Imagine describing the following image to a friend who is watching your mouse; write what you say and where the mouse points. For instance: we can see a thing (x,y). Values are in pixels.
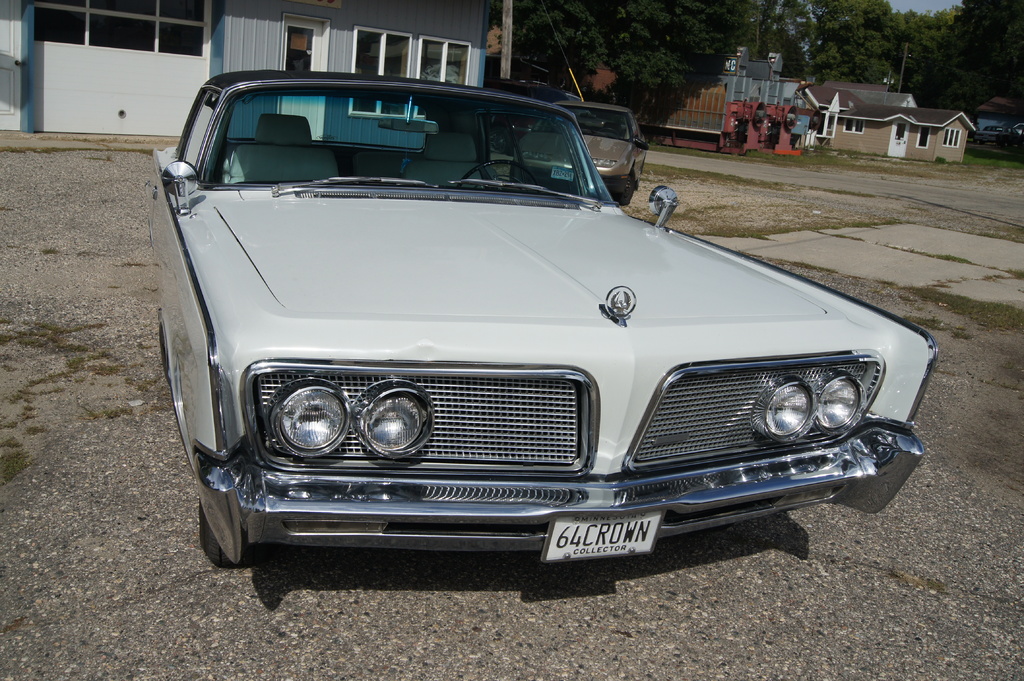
In this image we can see cars (415,351) on the ground (389,660), there is a windshield (485,160), there are headlights (410,440), there is a name plate (593,524), at the back (198,21) there is a building (377,36), there are windows (409,75), there are trees (810,68), there are houses (838,87), there is sky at the top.
